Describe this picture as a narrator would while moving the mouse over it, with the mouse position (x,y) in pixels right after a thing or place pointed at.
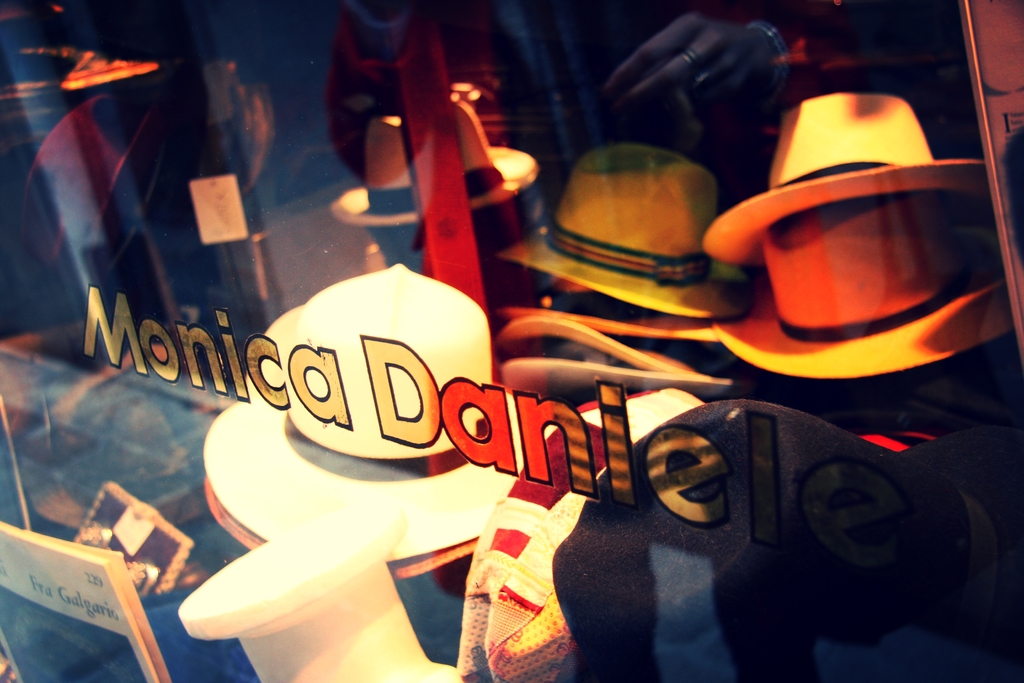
In this image I can see few hats (648,423) in multi color and I can also see few objects (504,672). In front (483,447) I can see the glass (73,237) and I can see something written on the image.
